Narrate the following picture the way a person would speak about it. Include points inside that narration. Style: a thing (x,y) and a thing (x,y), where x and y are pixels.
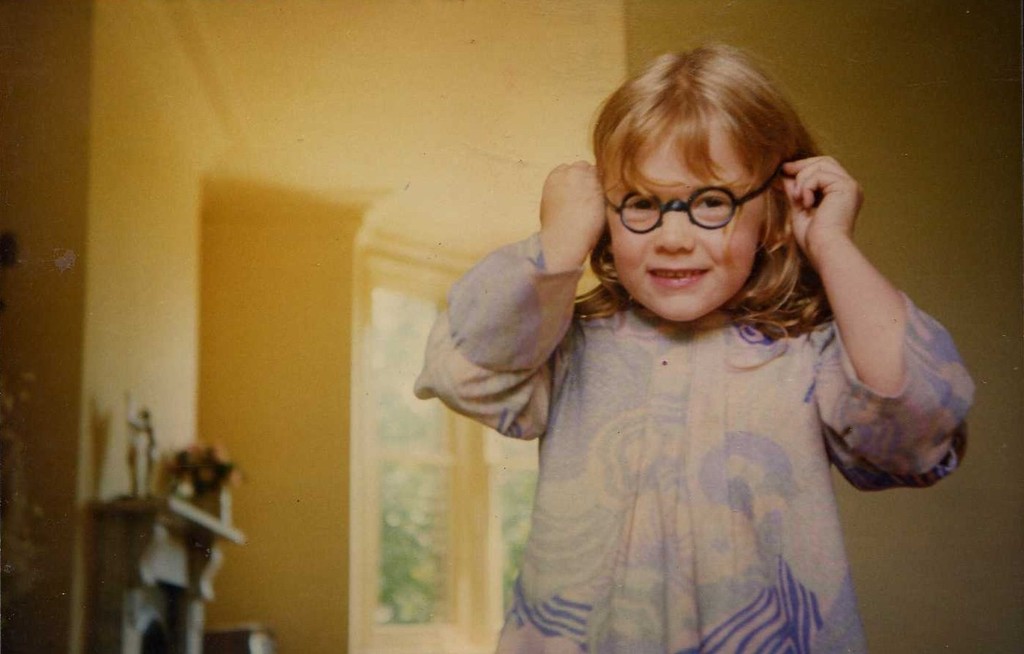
In this picture, we can see a person (790,313) holding spectacles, and in the background (232,184) we can see the wall (350,301) and some objects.
